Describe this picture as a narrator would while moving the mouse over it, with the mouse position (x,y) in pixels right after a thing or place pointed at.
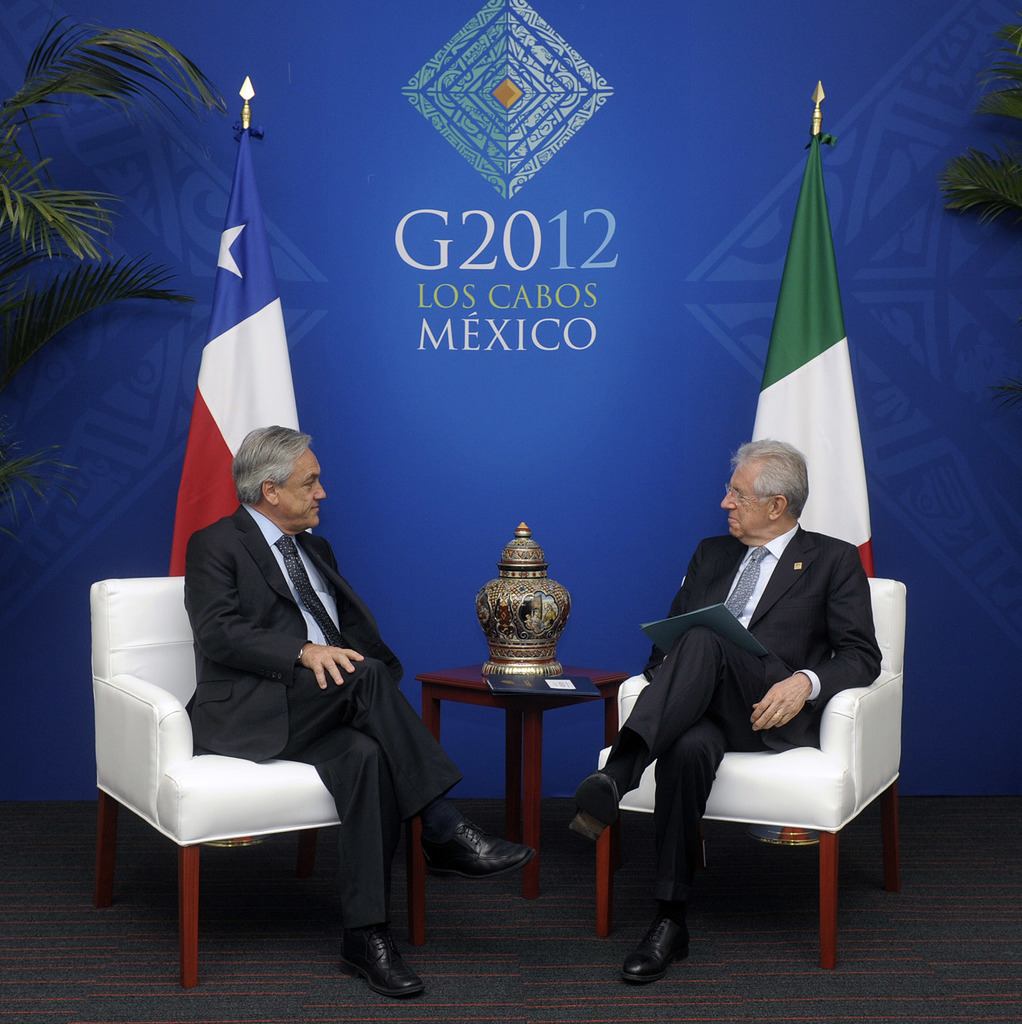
In this image, 2 people (659,801) are wearing a suit (349,794). And they sat on a white chair (290,794). We can see ash color floor (705,1014). Beside them, we can see wooden table (463,697). On top of it, we can see a showpiece (519,610). There is a file (525,678) here. The right side person (699,632), a file (711,623) is there on his lap (689,641). At the background (469,440), we can see a blue color wall (486,443), with 2 flags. And the right side (995,205) and left side (33,340), we can see plants (979,203).
